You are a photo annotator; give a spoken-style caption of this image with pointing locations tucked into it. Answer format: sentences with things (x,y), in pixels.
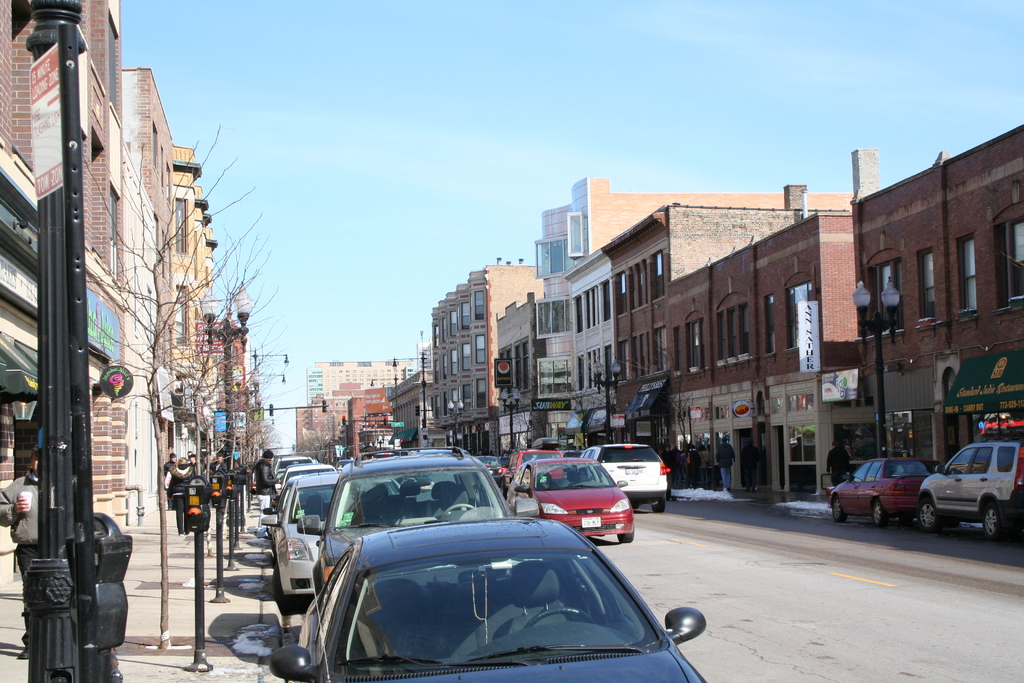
In this image on the right side (866,398) and left side (6,268) there are some buildings (984,356), poles (223,439), boards (53,169). And on the boards (47,136) there is text (52,73) and also there are some vehicles (544,451), trees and some persons (842,466) are walking on pavement (760,491). At the bottom (647,580) there is road (876,563) and at the top (494,102) there is sky (427,268).
